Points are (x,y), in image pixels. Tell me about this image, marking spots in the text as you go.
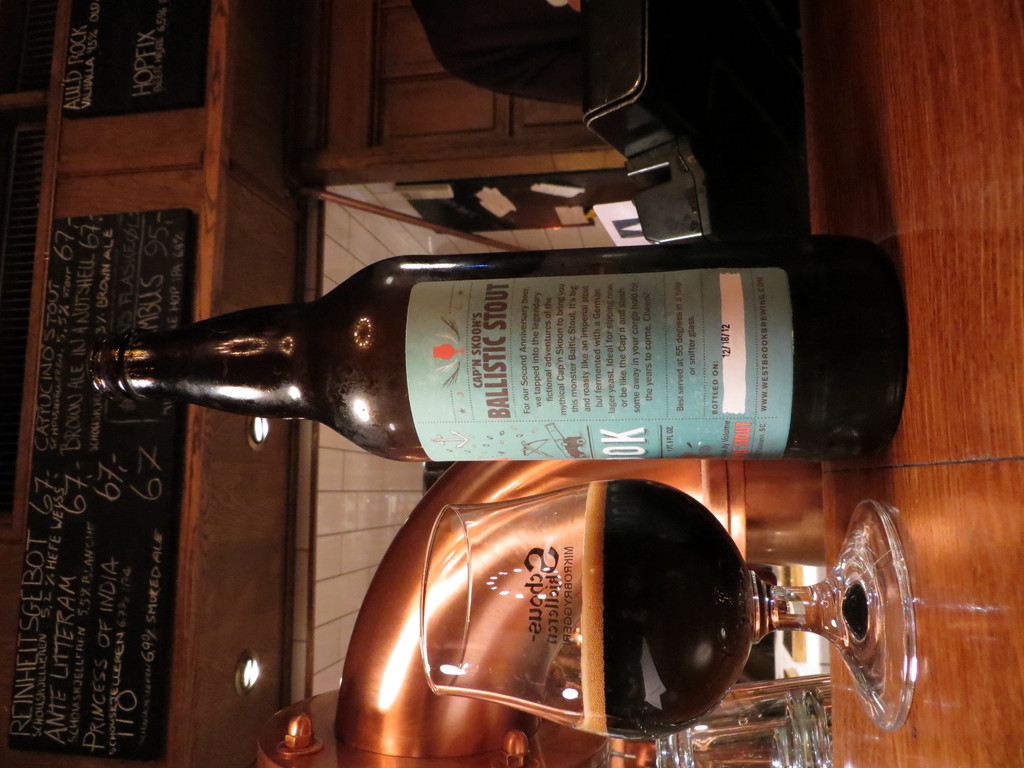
In this image there is a beer bottle (594,386) and a glass (534,522) filled with drink (637,573) beside it. At the background (793,766) there is glass (765,741), wall (179,644) on which there are rates (63,605) written on it and the lights (239,687).
